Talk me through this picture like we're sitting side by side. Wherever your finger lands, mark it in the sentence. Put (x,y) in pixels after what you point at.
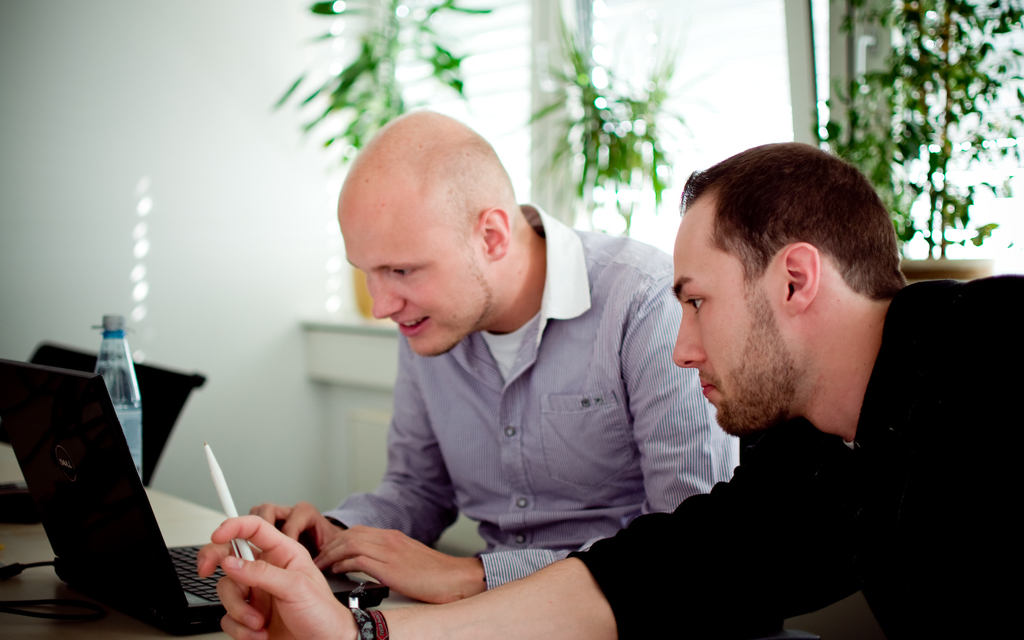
In this picture, we can see two persons (701,572), and we can see a laptop (108,580), wires (48,617) bottles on the desk (166,515) and we can see the wall (544,87) with windows (510,86) and we can see some plants (939,199) and chairs (70,365).
